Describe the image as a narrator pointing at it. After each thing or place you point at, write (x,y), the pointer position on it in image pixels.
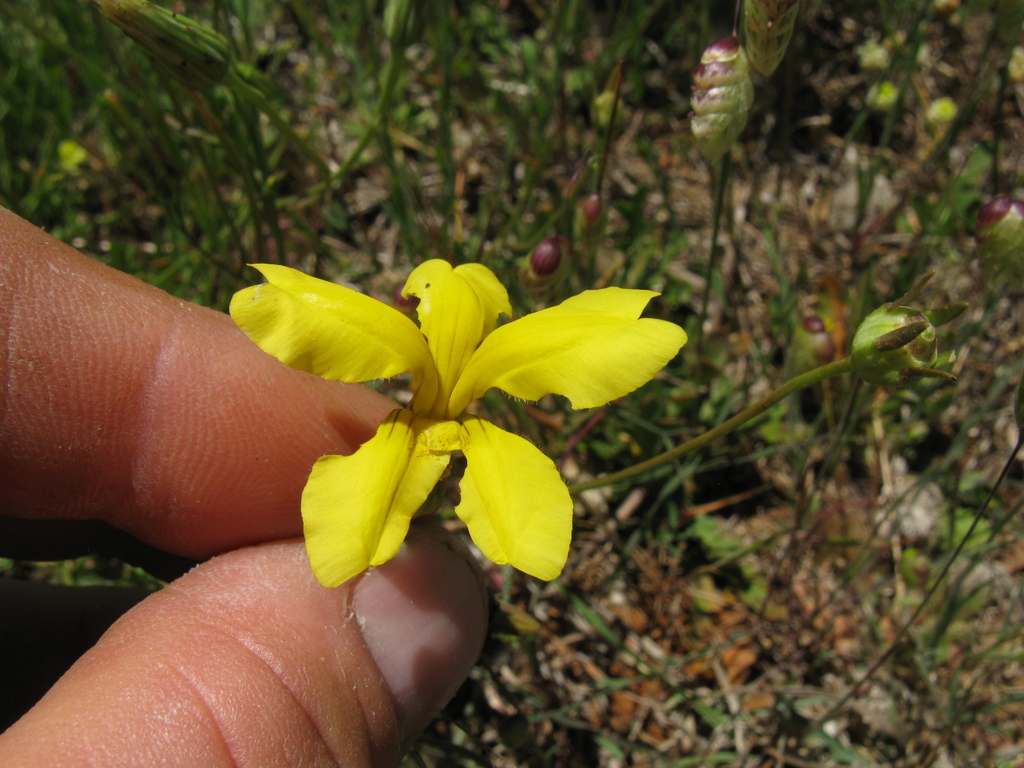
In this image we can see a person (133,468) holding a flower (540,358) which is in yellow color, on the floor (608,706) there are some plants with flowers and buds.
